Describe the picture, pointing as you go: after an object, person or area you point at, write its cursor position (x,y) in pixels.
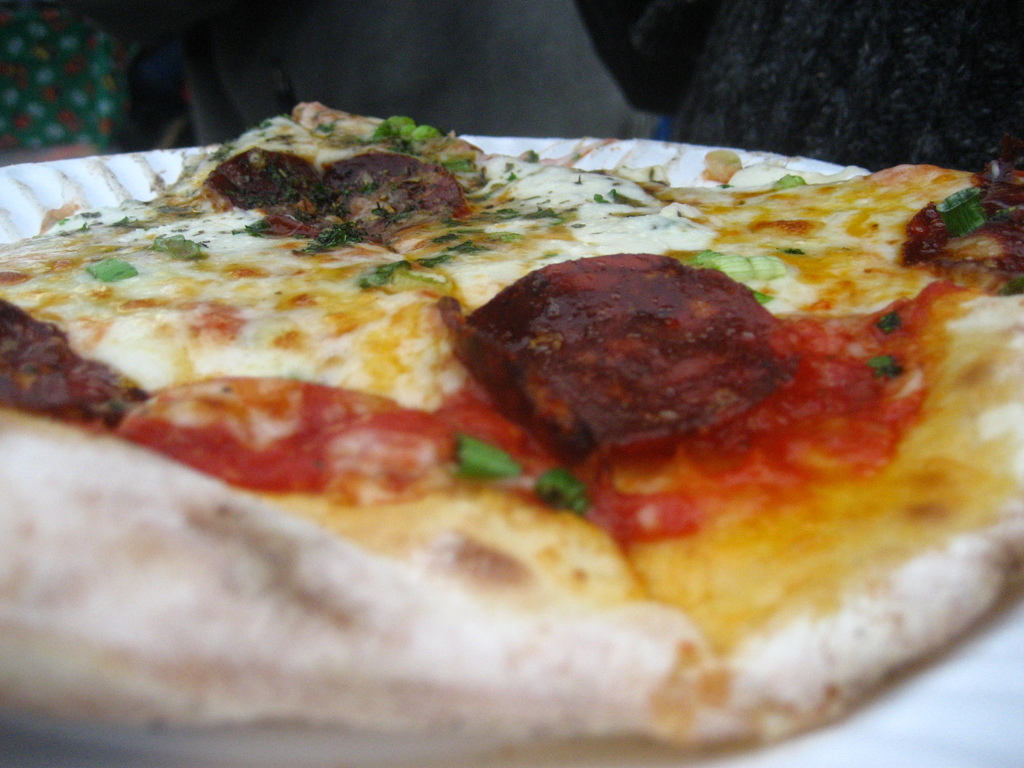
In this picture, we see an edible (444,369). In the right top (803,147), it is black in color. In the left top (63,58), we see an object (56,97) in green color. In the background (353,80), it is grey in color.
